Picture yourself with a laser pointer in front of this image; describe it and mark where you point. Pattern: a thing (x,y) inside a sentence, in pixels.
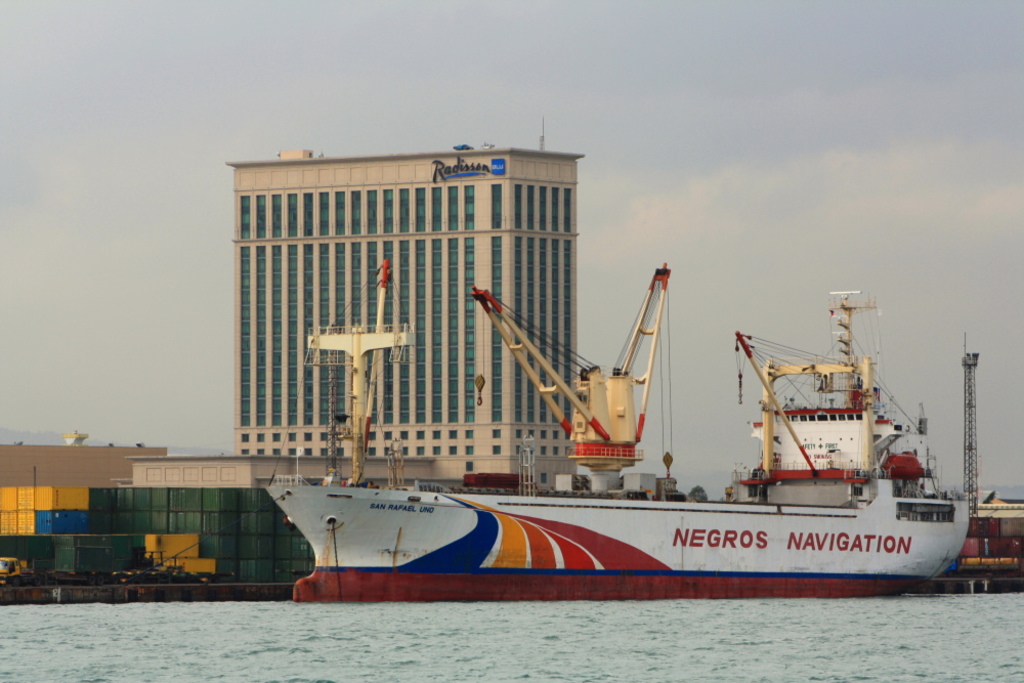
In this picture there is a ship (310,506) on the water (676,657) and there is a text (736,535) on the ship (736,535). At the back (463,364) there are containers (179,509) and there is a building (464,214) and there is a text (483,173) on the building (535,179). At the top (863,44) there is sky (808,74) and there are clouds (740,186). At the bottom (450,639) there is water (451,652).
